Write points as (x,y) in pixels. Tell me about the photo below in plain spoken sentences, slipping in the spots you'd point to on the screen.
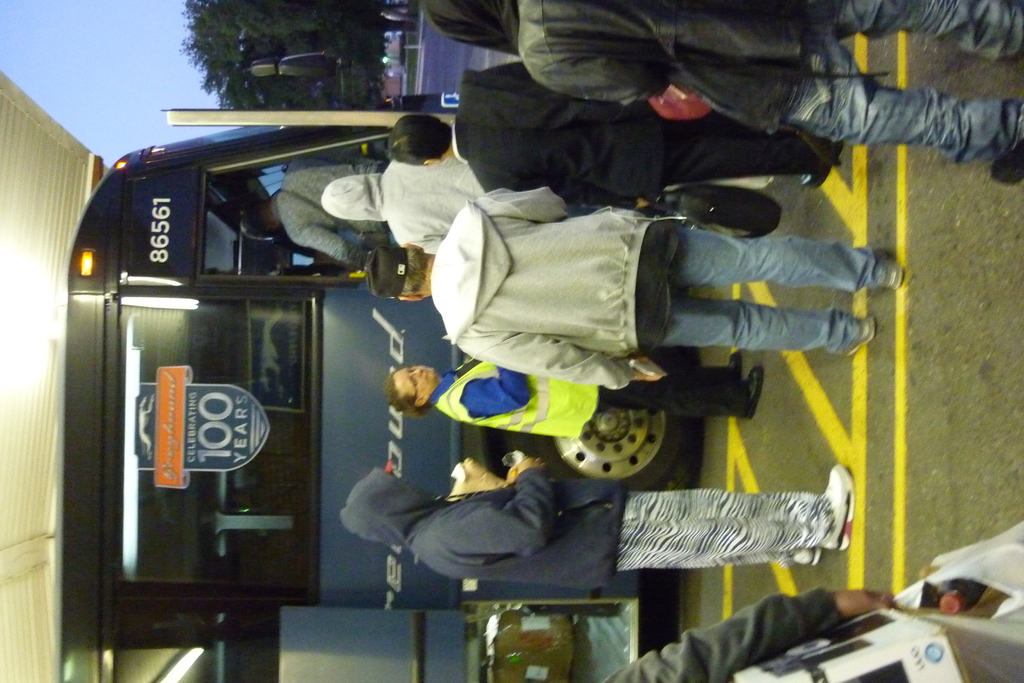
In this image we can see one bus (276,493) with text (231,411), one poster (216,430) attached to the bus mirror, some people (686,322) standing on the road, one box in the bus (625,625), one blue board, some lights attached to the bus (166,662), one shed (39,640), some trees (365,73), some people (405,19) walking, one person hand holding some objects (825,658), some yellow lines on the ground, some objects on the ground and at the top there is the sky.
